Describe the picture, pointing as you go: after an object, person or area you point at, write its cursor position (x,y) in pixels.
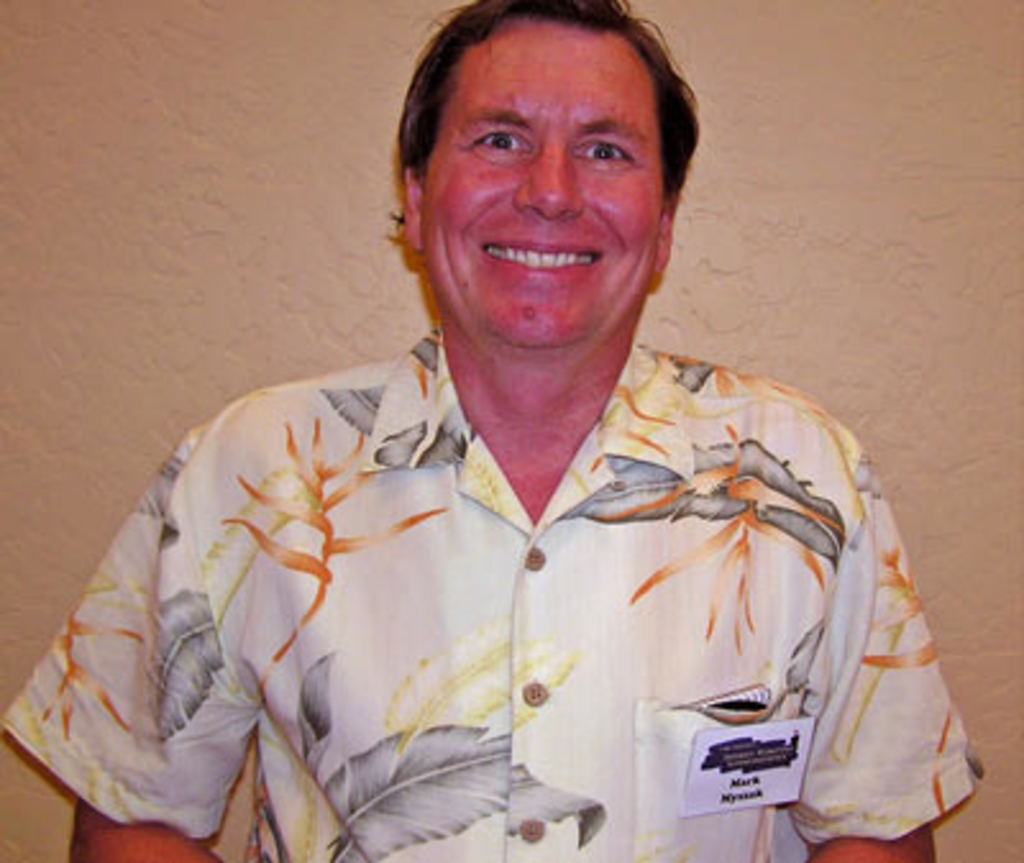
In this image there is a person (482,569) with a smile (496,257) on his face (548,278). In the background (246,263) there is a wall (210,238).
